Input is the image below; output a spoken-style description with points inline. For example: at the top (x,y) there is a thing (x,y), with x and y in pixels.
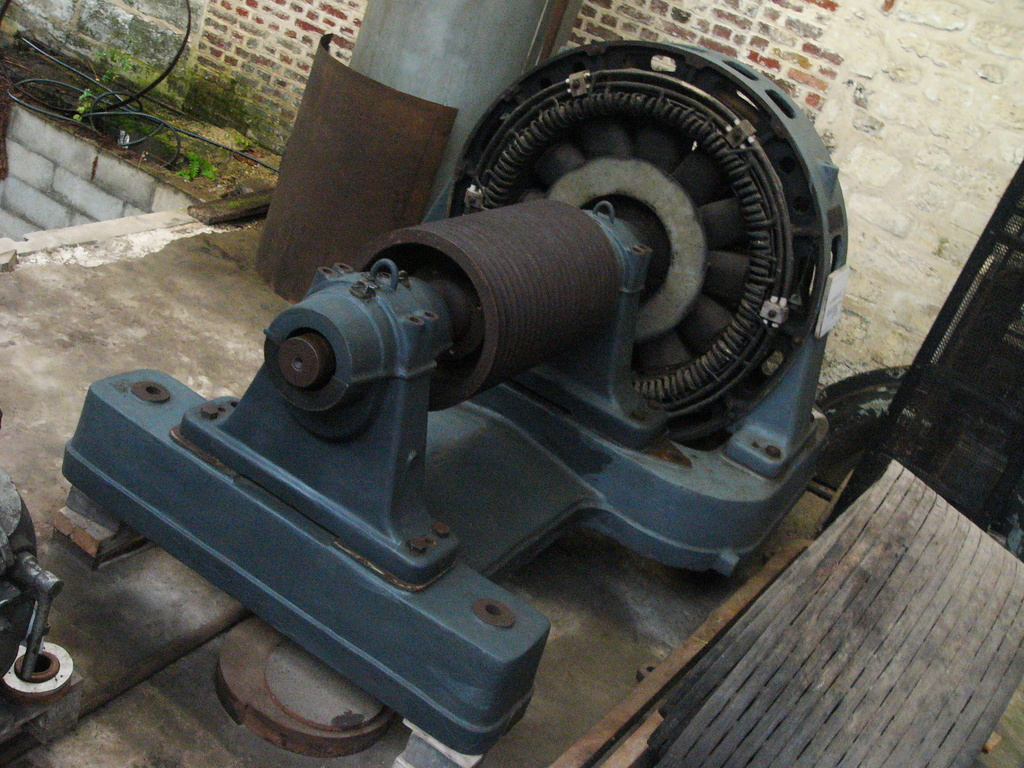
In this image we can see the rotor (347,362). We can also see the land (177,296), wires (146,113) and also the brick wall (877,91).
